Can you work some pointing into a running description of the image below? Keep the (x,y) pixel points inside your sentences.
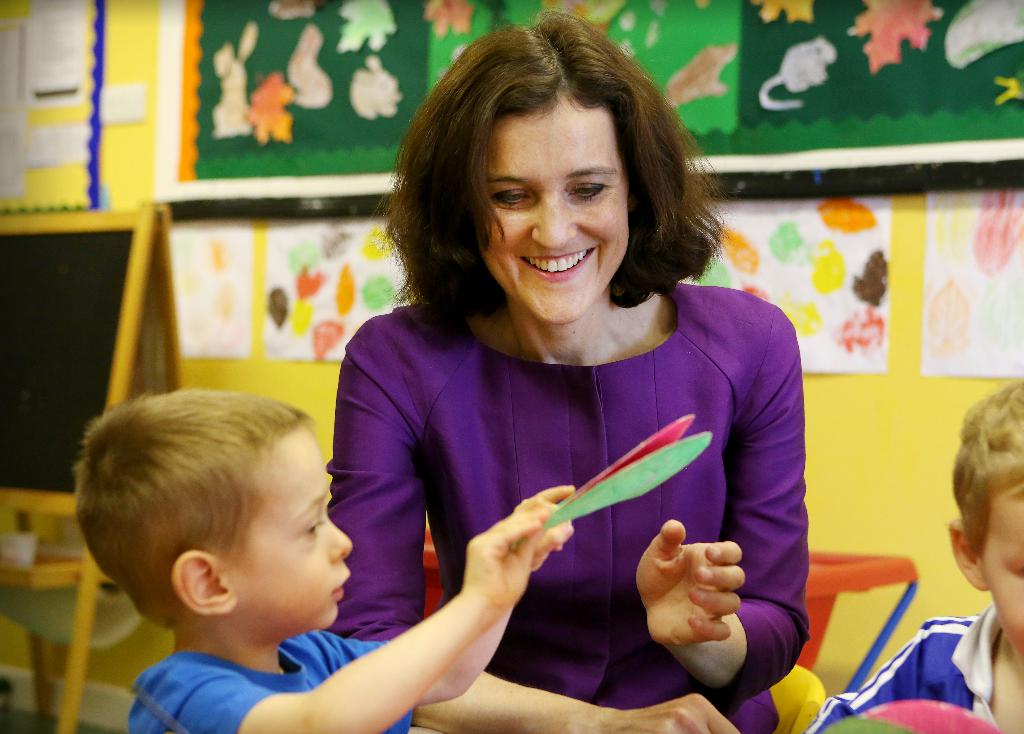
In this image I can see a woman (672,389) is smiling, she wore a brinjal color dress (733,459). On the left side (128,554) there is a boy (243,648) in blue color t-shirt (240,691), at the back side (293,298) there are papers (975,24) stick to the wall (247,299).
